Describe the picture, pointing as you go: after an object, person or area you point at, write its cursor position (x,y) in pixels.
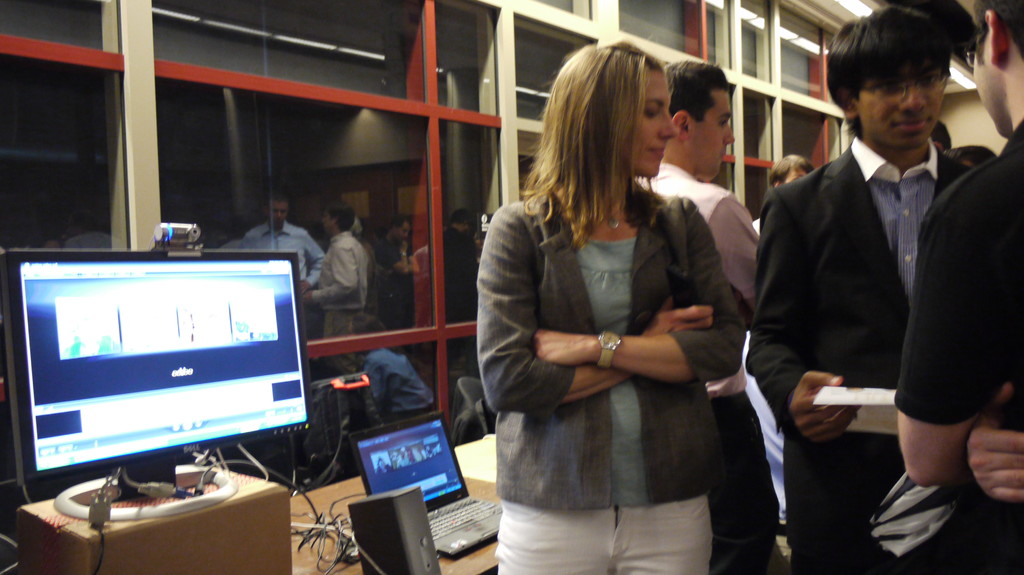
In this image, we can see a group of people (659,218). Here a person (899,284) is holding a paper (836,397) and smiling. Left side (225,280) bottom, we can see monitor (291,396) with screen (154,432), laptop (421,479), wires (376,566) and objects (348,447). Background (456,156) we can see glass (287,142) and wall (959,128). Here there are few lights (859,14).
